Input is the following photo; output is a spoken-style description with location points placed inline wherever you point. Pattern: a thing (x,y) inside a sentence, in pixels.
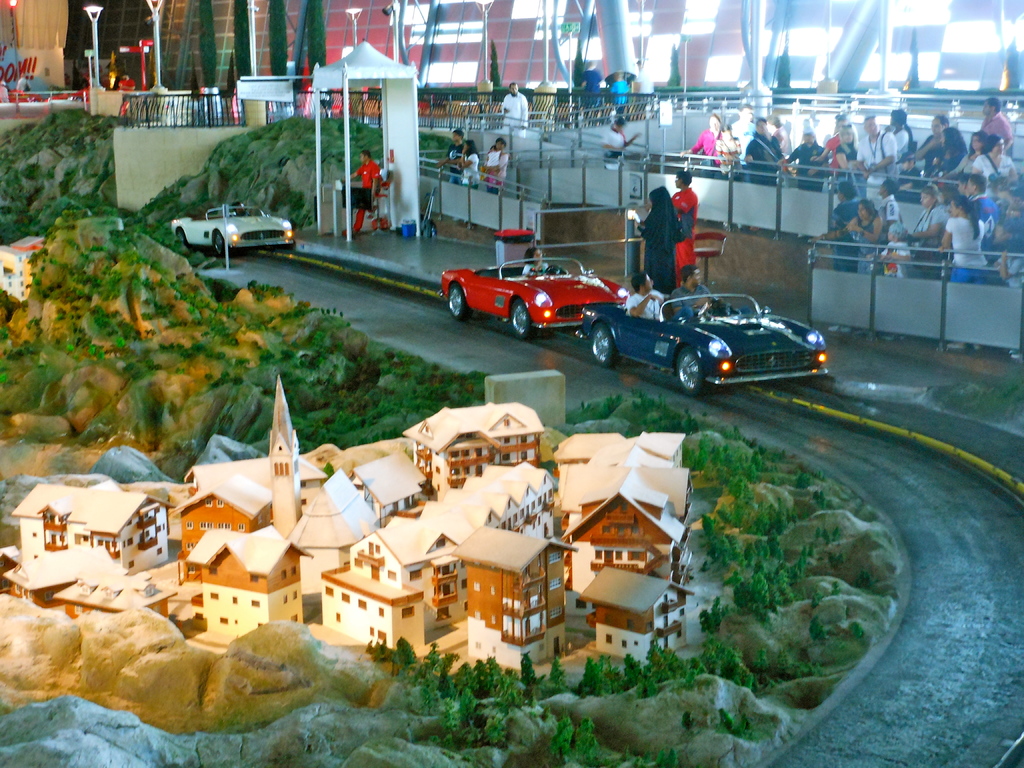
In this image we can see houses (443,452), trees (689,419), rocks (75,760), road (948,739), vehicles (749,353) people (987,226), railings (773,225), wall (150,132), poles (547,29), boards (16,54), and other objects (19,42).
